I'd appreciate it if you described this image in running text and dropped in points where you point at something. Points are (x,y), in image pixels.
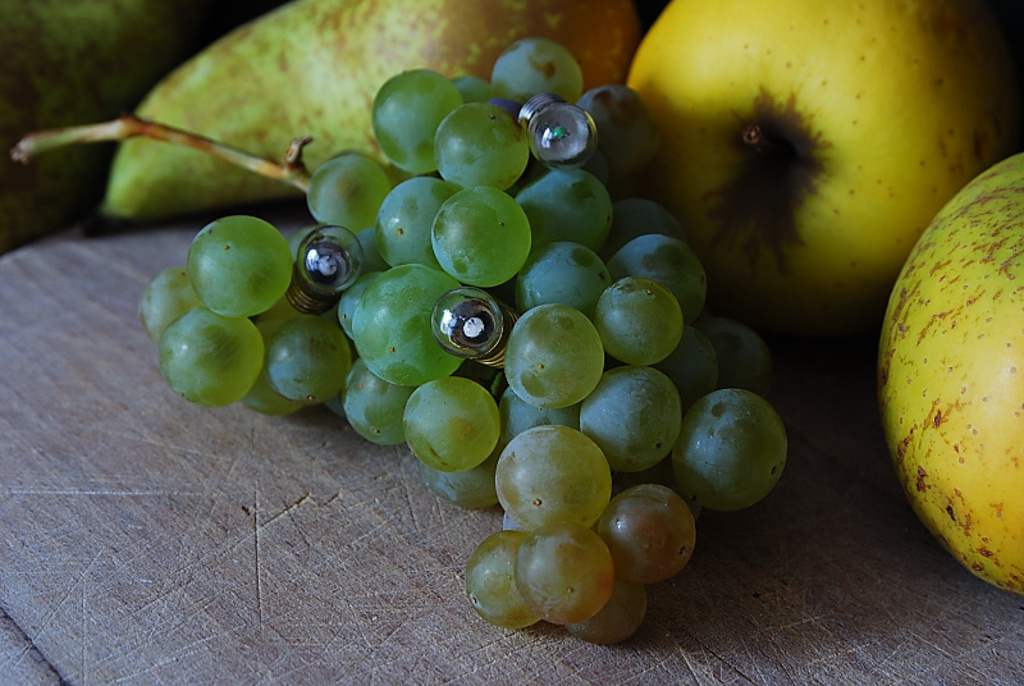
In this image I can see the fruits (594,223) which are in green, yellow and brown color. These are on the brown and ash color surface (207,561).
